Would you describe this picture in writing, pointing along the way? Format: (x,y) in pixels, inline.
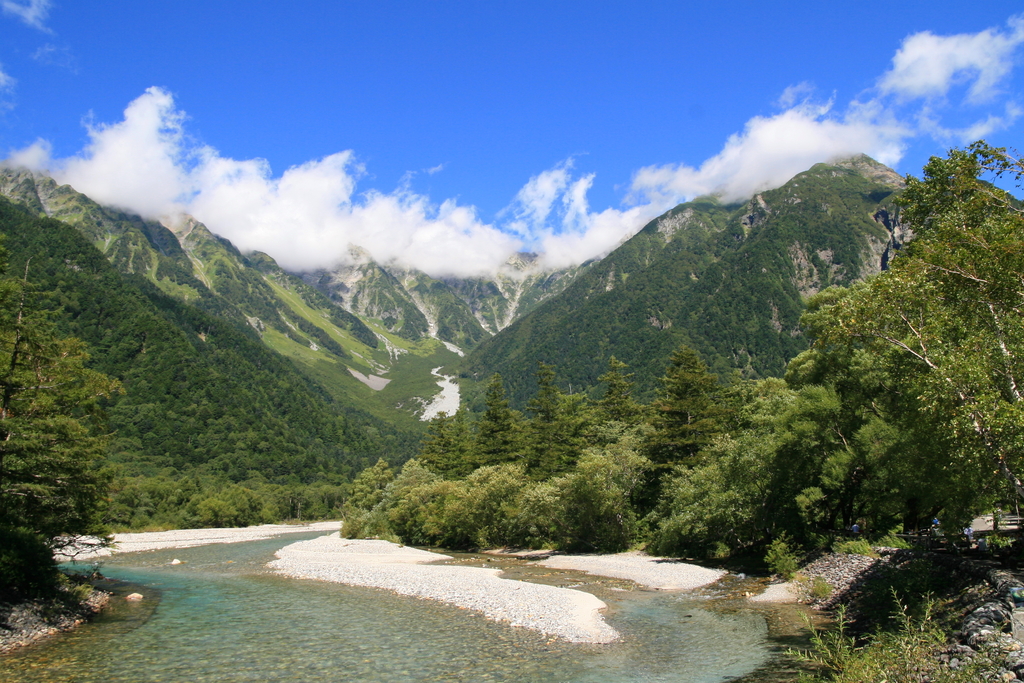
In this picture we can see water (345,637) at the bottom (345,637), on the right side (685,382) and left side (67,376) there are trees (436,423), we can see hills (449,317) in the background (409,308), at the right bottom (824,581) we can see some plants (892,664), there is the sky (440,142) and clouds (541,205) at the top of the picture (369,206).
